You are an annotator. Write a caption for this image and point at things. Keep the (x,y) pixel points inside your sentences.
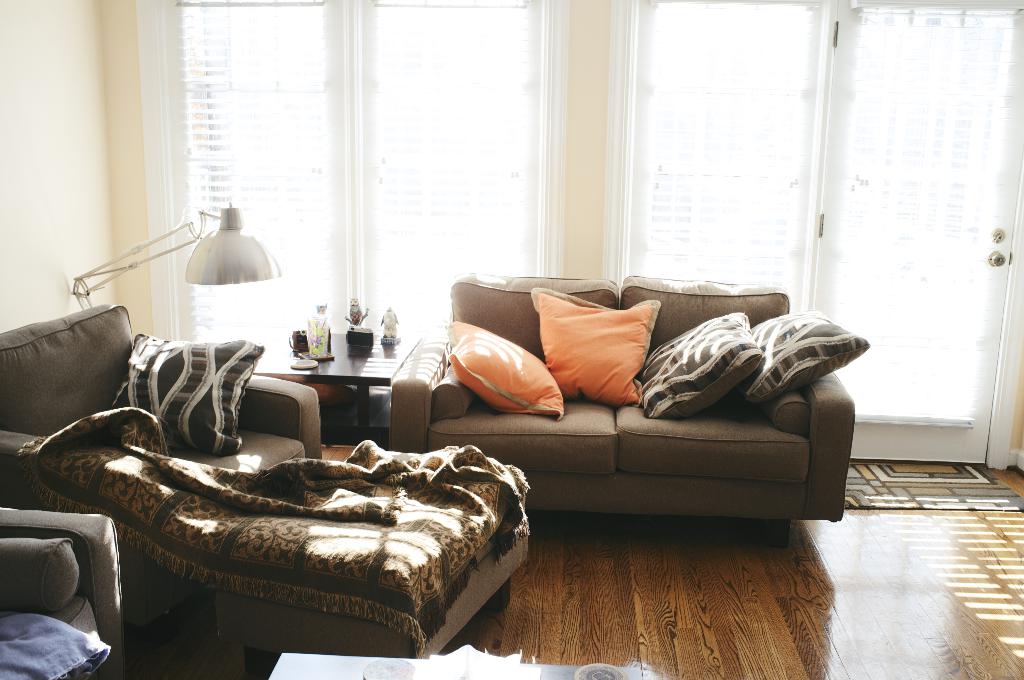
The image is taken in the room (235,604). In the center of the image (502,386) there are sofas (783,501) and we can see cushions (205,446) placed on the sofas (311,410). There is a lamp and we can see a stand (335,407). There are things (325,349) placed on the stand (358,349). In the background (488,130) there are doors (992,239) and we can see curtains (466,205). At the bottom (862,502) there is a floor mat (878,500) placed on the floor (885,547).
